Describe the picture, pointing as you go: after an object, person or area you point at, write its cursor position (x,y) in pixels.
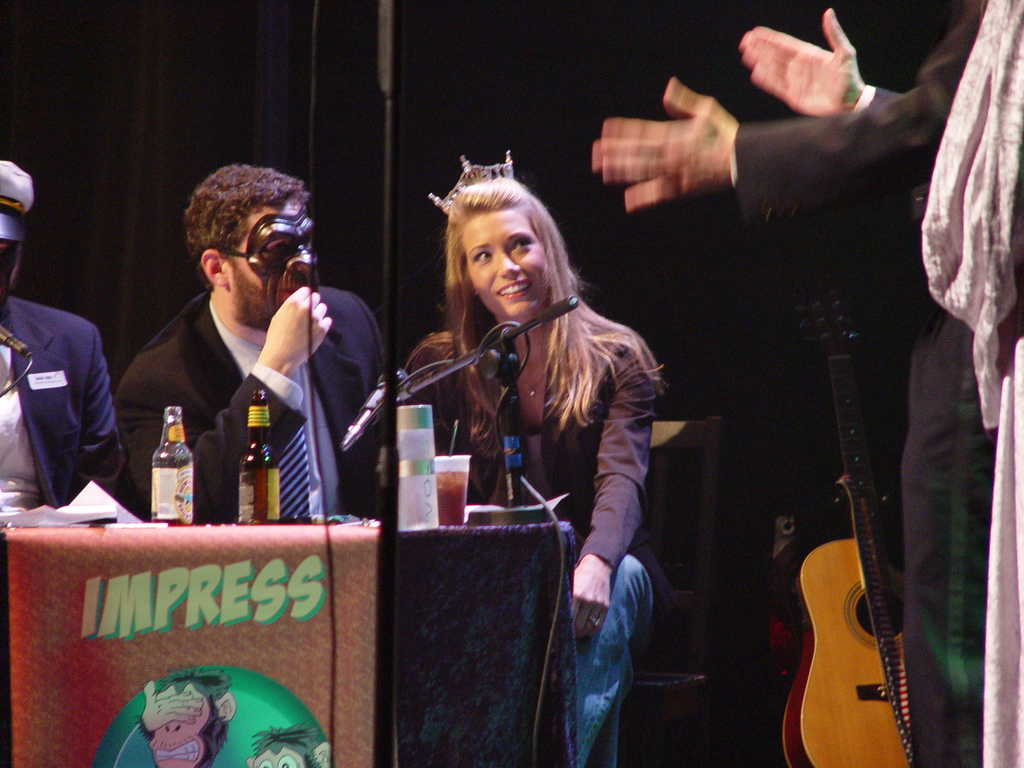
I can see in this image there are group of people (459,438) are sitting on chair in front of a table (322,560). I can see few objects (330,520) on the table (323,569) and a guitar (833,644).
